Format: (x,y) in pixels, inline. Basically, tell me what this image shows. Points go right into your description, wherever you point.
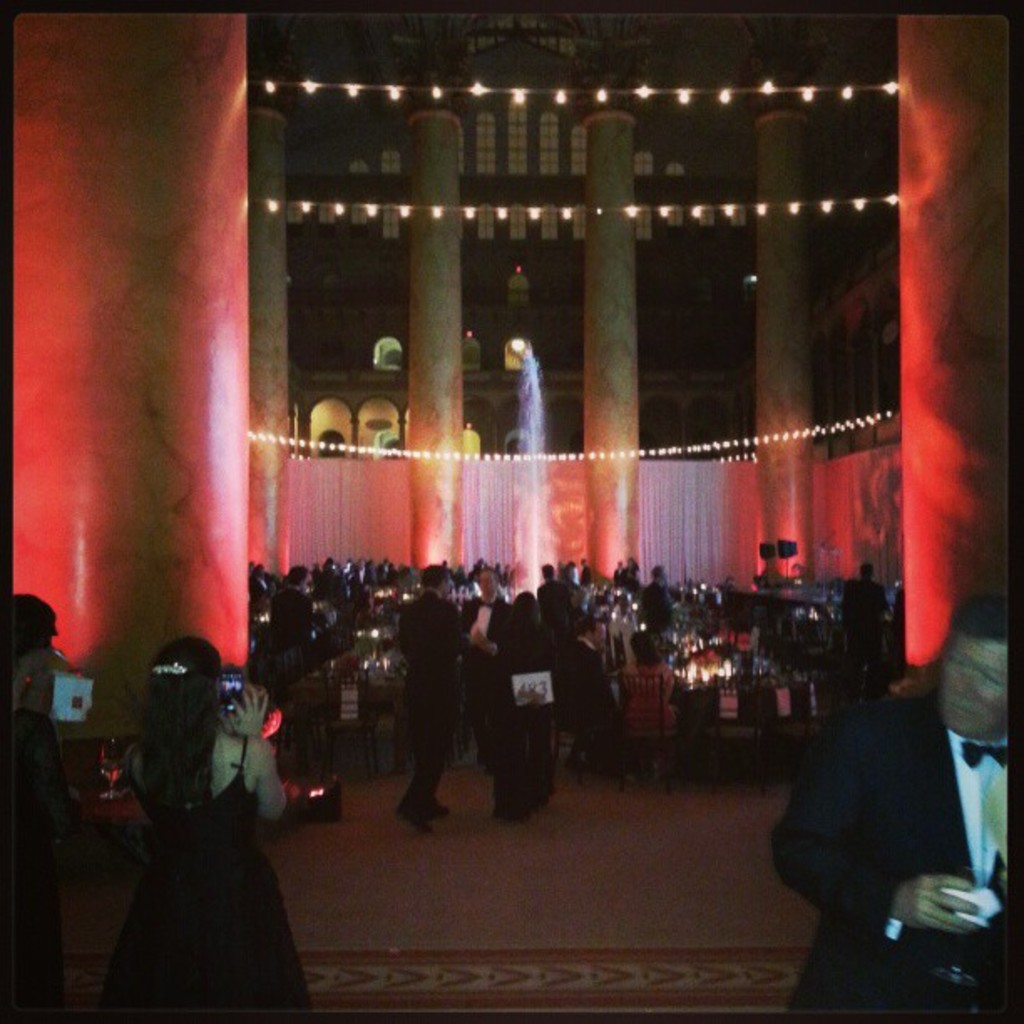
In this image I can see group of people (235,729), some are standing and some are walking. Background (873,510) I can see few curtains (381,528) in white color and I can also see lights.
